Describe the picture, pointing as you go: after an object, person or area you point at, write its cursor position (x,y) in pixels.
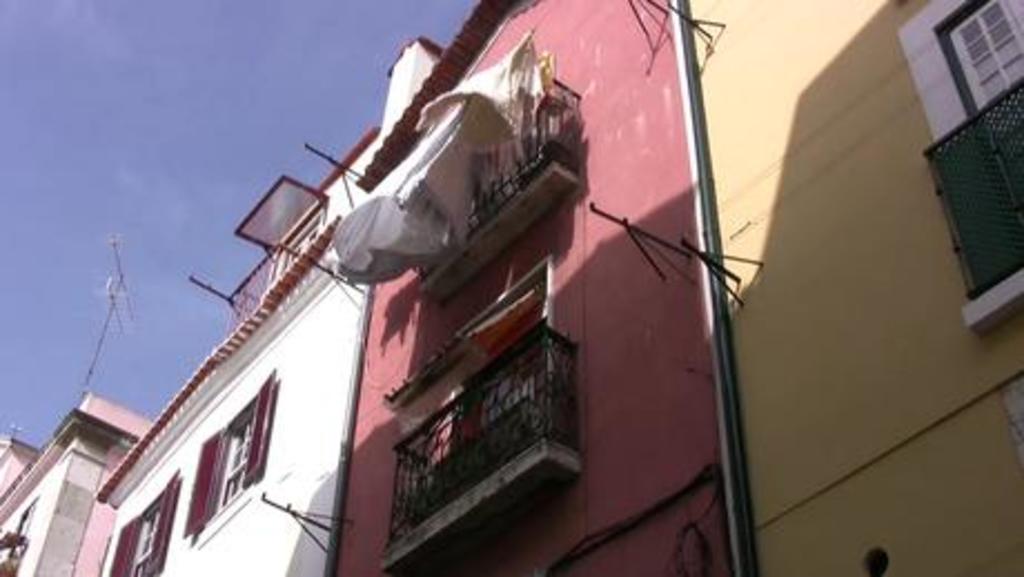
This picture is clicked outside. In the foreground (574,246) we can see the buildings windows (144,515), deck rails (536,334), walls (418,364) of the buildings (654,228) and we can see the metal rods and the sky (162,202).
